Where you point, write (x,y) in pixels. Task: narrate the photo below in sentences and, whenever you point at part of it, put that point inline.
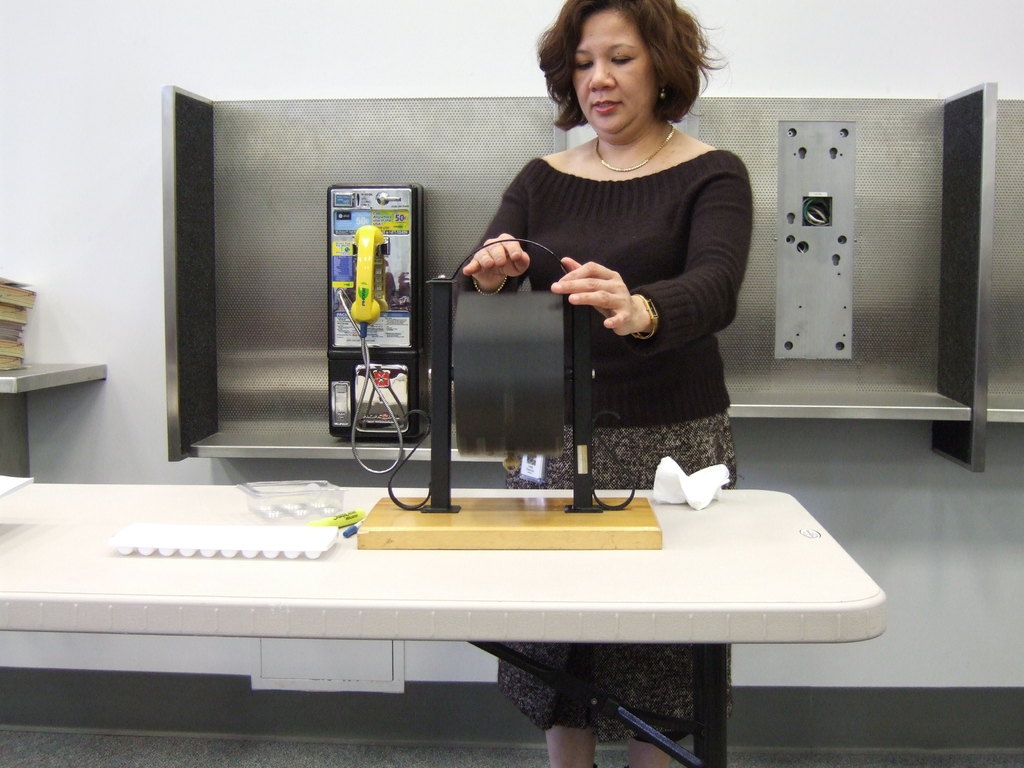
In this image we can see a woman (635,338) wearing black t shirt (629,337) is standing and holding something. In the background (365,330) we can see telephone (370,254) and books (32,296).
